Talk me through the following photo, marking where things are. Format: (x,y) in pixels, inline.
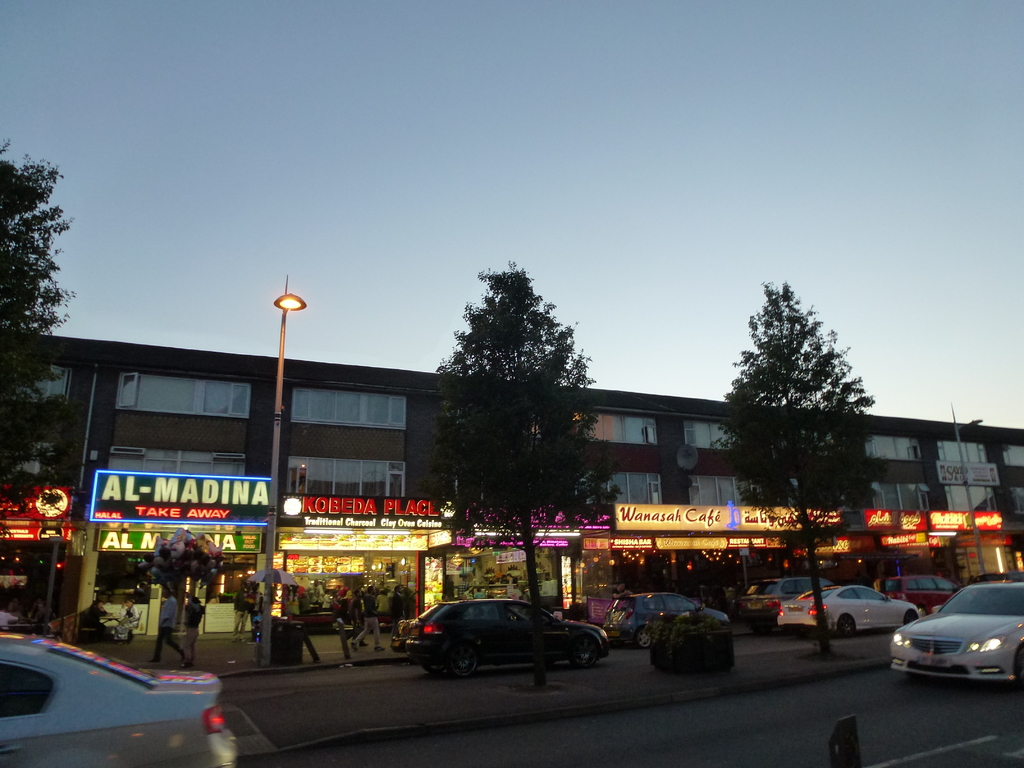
In the picture I can see a building (673,536), trees (520,508), vehicles (516,652) on roads (236,690), pole lights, LED boards (357,523) and some other objects (686,621) on the ground (339,660). In the background (464,242) I can see the sky (393,203).
